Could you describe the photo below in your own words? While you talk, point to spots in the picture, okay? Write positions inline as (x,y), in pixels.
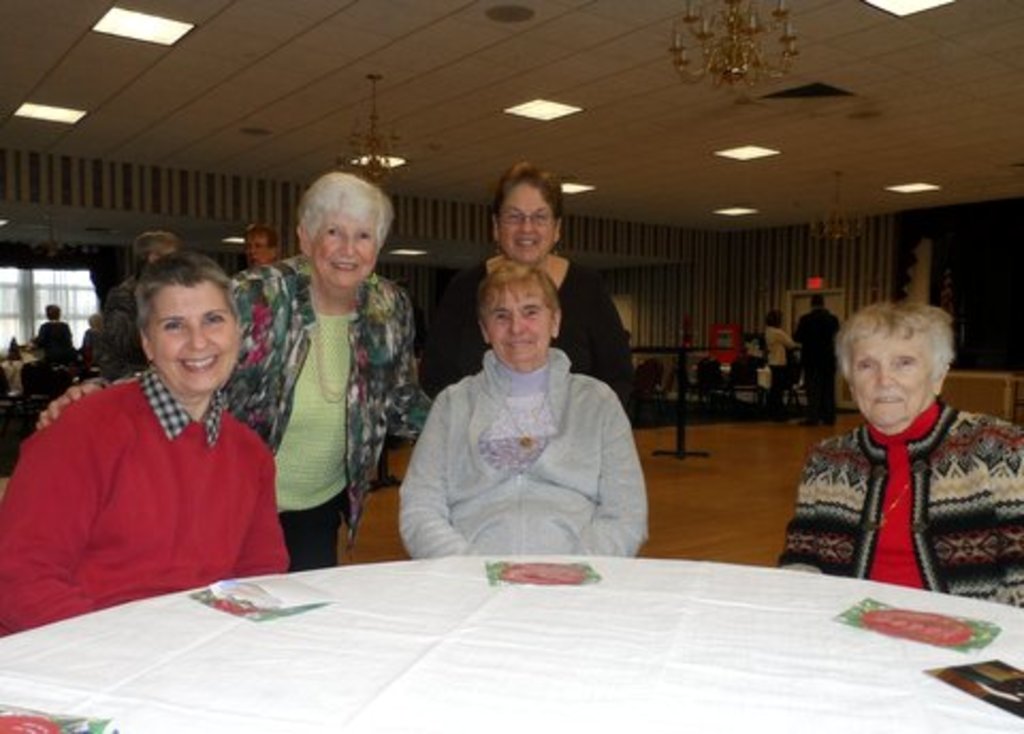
In this image I can see group of people (482,470). Among them few are sitting in front of the table (399,575) and it is covered with white sheet (489,655). In the background (785,397) there are few more people (814,394). In the top (385,131) there is a chandelier light (367,139) and the ceiling (674,142).
